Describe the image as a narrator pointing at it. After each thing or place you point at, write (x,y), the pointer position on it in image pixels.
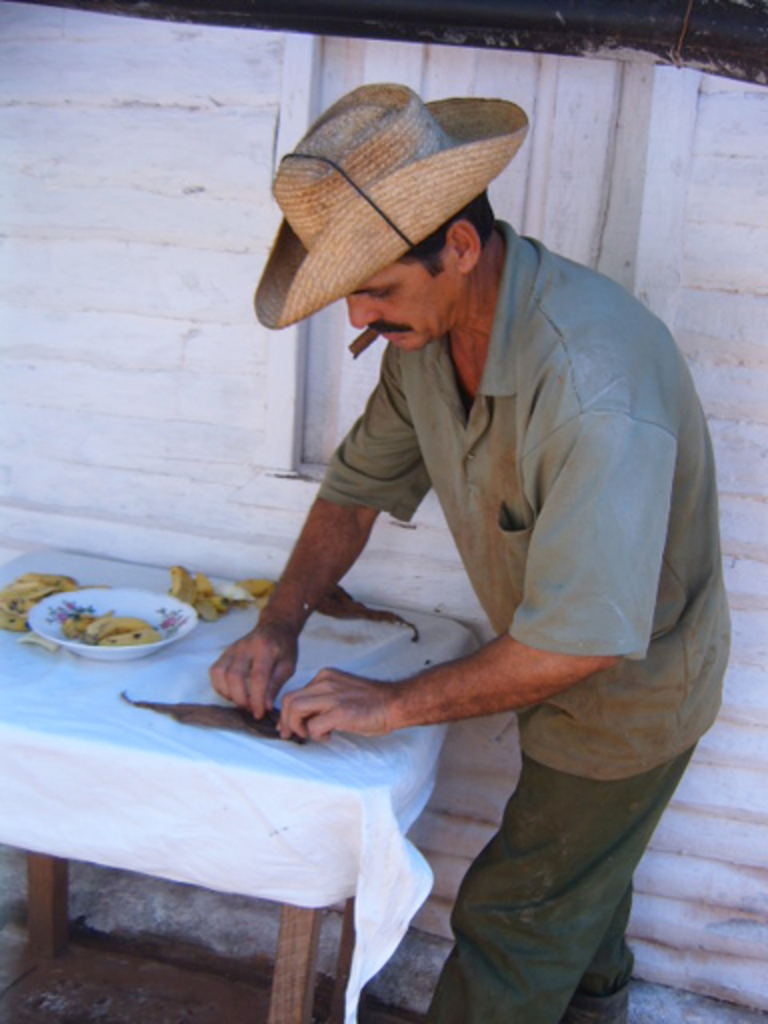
This is the man (468,489) standing. He wore a hat (399,253) on his head (419,265). This is a small table (170,763) covered with white cloth (310,750). This is a plate (93,655) with bananas (137,625) which is placed on the table (142,680). At background (193,385) I can see a wall (163,208) with a small window (541,122).
